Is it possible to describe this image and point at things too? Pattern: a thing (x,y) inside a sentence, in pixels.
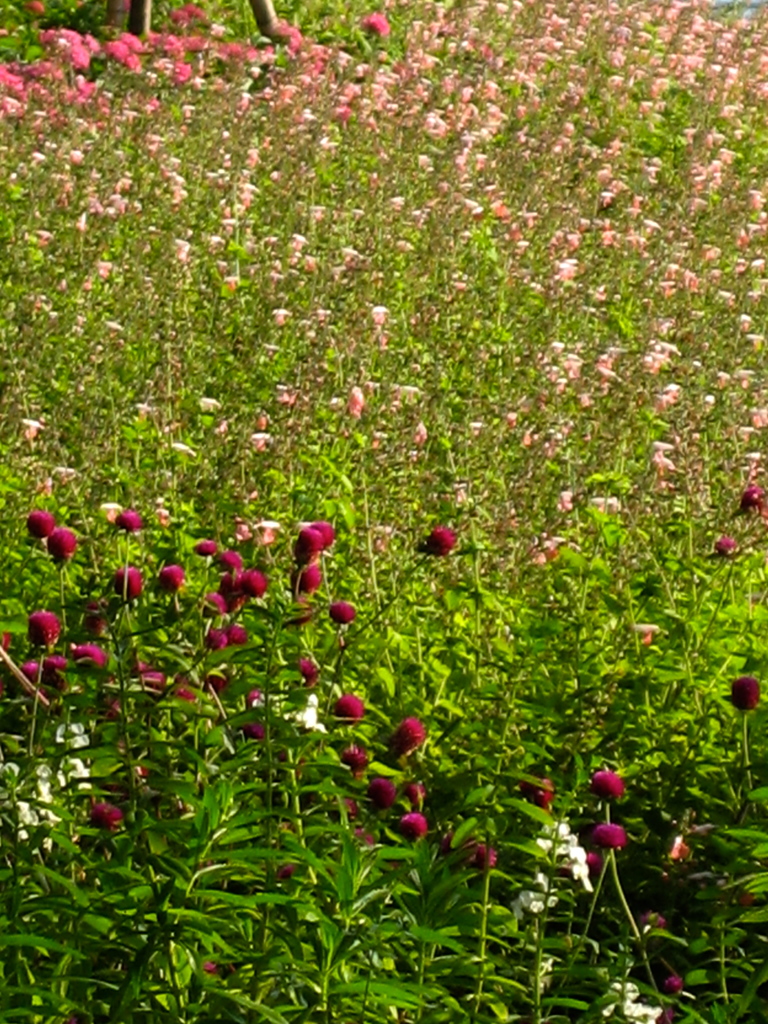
This image is consists of flowers field (643,289).
